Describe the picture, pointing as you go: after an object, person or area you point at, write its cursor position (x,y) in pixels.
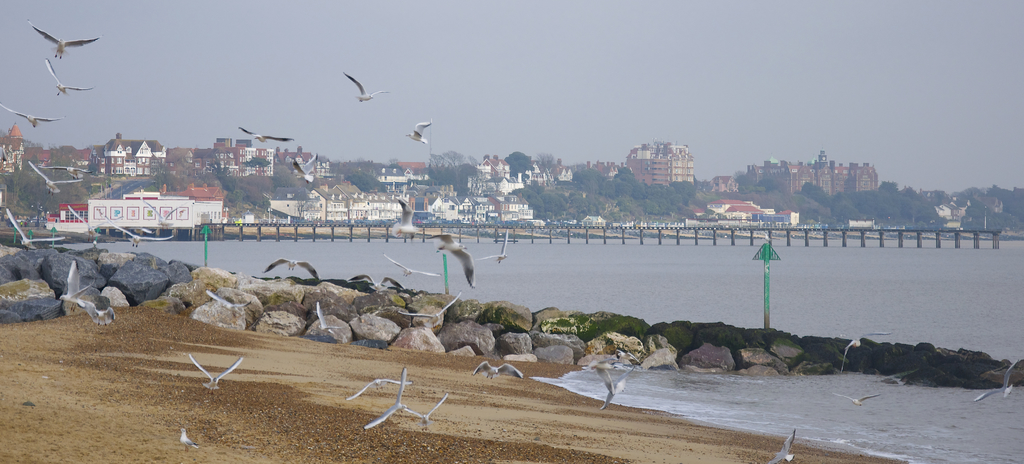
There are buildings (497,182), houses (497,181) and trees (647,203). Where birds (378,284) are present, this is water (903,304) and a sky (684,88).
